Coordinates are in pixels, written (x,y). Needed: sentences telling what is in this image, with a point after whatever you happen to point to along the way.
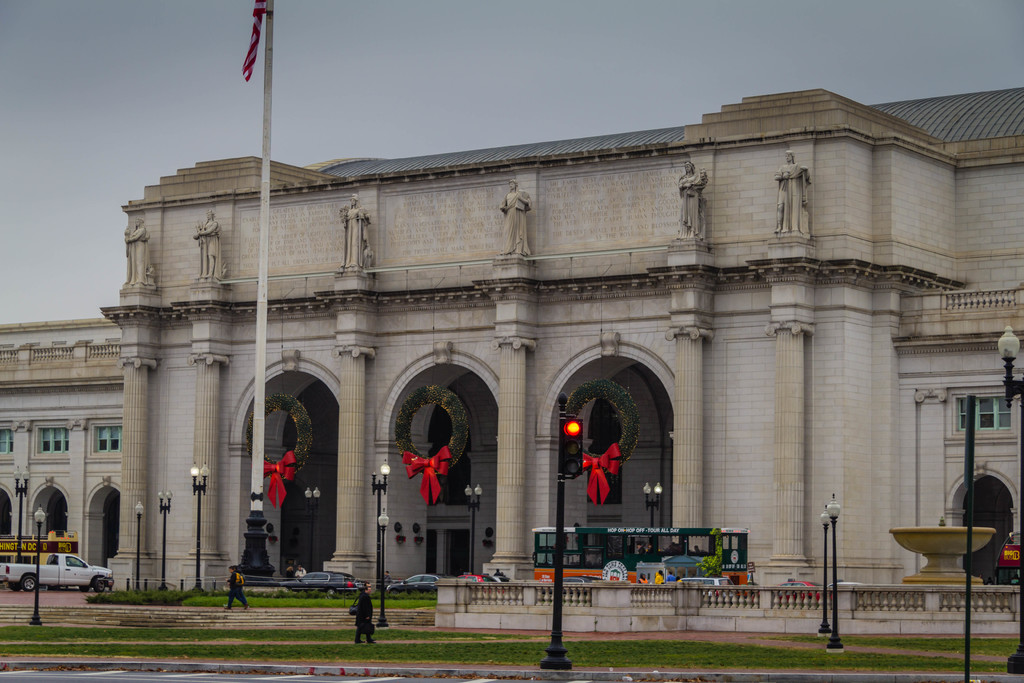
In the picture we can see a historical building (348,503) with some pillars (360,506) and doors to it and near the building (174,582) we can see some cars (65,584) are parked and near to it we can see some poles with lights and one pole (269,18) with a flag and some person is standing near to it and near it we can see a railing (957,601) and in the background (181,100) we can see a sky (24,179).
